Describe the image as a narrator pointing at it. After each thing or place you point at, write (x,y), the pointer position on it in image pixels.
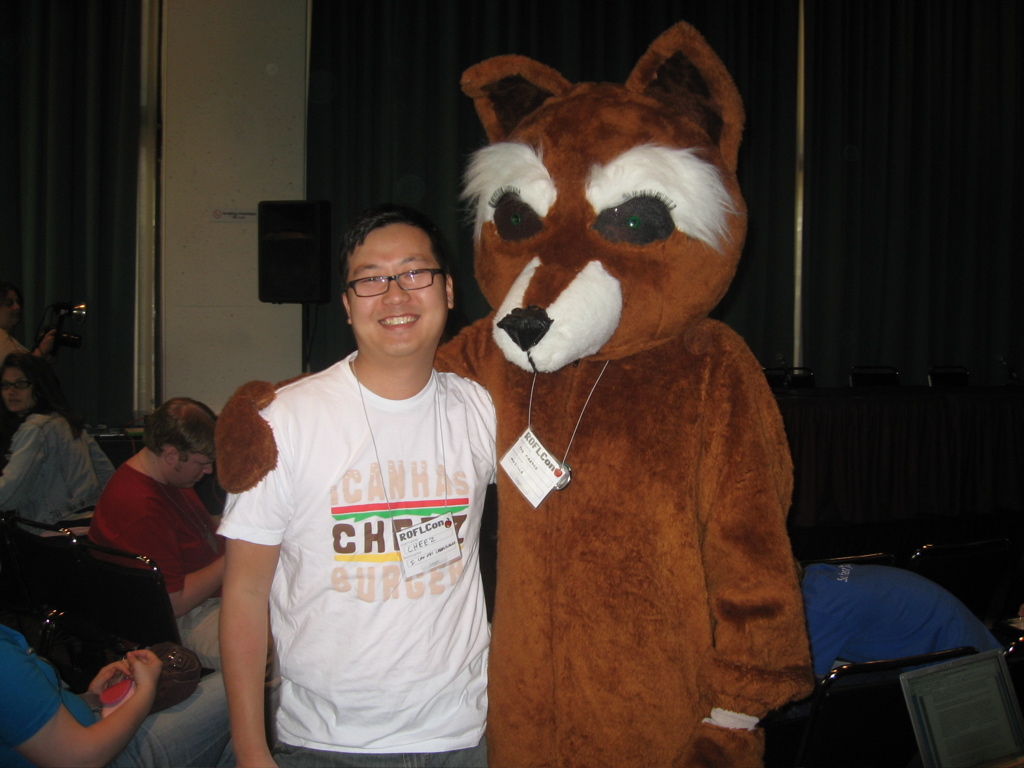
The man (394,631) in the middle of the picture (392,429) wearing white T-shirt (372,532) and spectacles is standing. He is smiling. Beside him, we see a person (602,507) wearing mascot costume (646,475) is standing. Behind them, we see people (24,740) sitting on the chairs (74,594). In the background (167,266), we see a white wall (177,151) and a black speaker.
